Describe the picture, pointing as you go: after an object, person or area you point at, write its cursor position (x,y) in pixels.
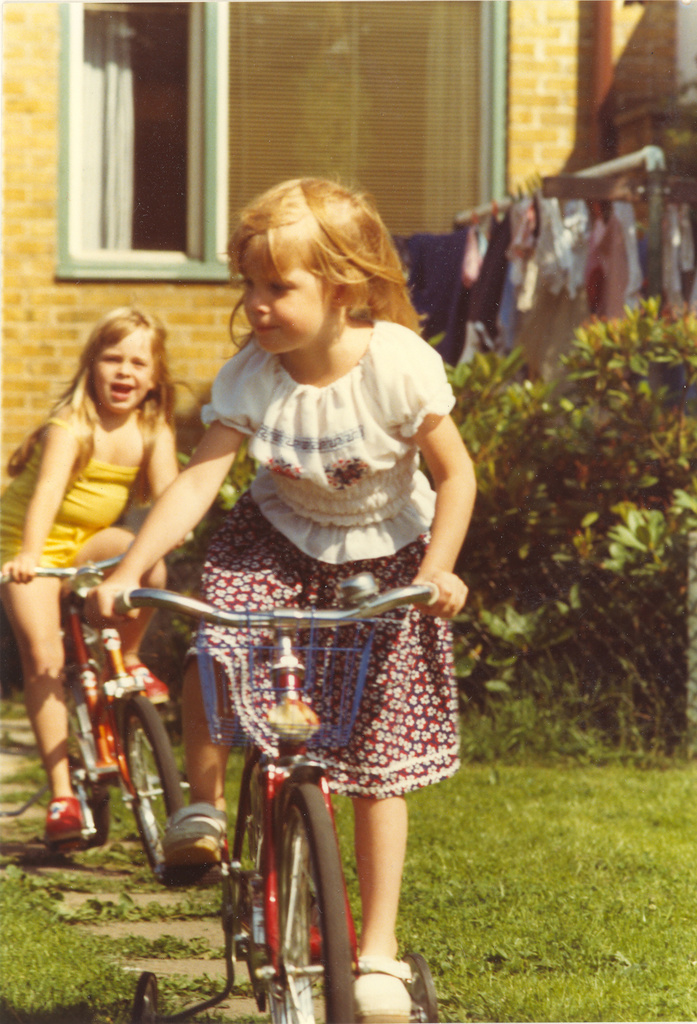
In this image I see 2 girls (303,606) who are on cycles (167,1023) and I see the grass (690,1011) over. In the background (170,623) I see the plants (685,324), wall (3,72), window (385,215) and the clothes (524,337).
